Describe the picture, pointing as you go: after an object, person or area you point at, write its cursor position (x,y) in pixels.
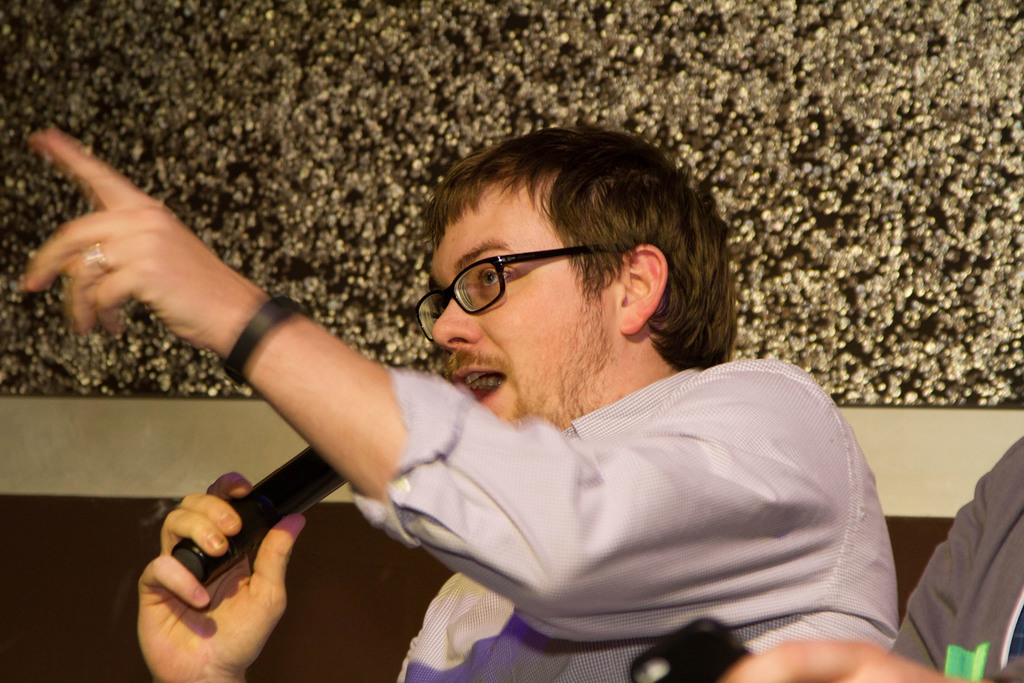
In this picture there is a man (453,258) who is wearing spectacle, watch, shirt (452,526) and holding a mic (315,498). He is sitting on the couch (391,610) I can see the person's hand (902,658) who is wearing t-shirt (1008,613) and holding a mobile phone (706,667). At the top (419,132) I can see the wall (426,116).
